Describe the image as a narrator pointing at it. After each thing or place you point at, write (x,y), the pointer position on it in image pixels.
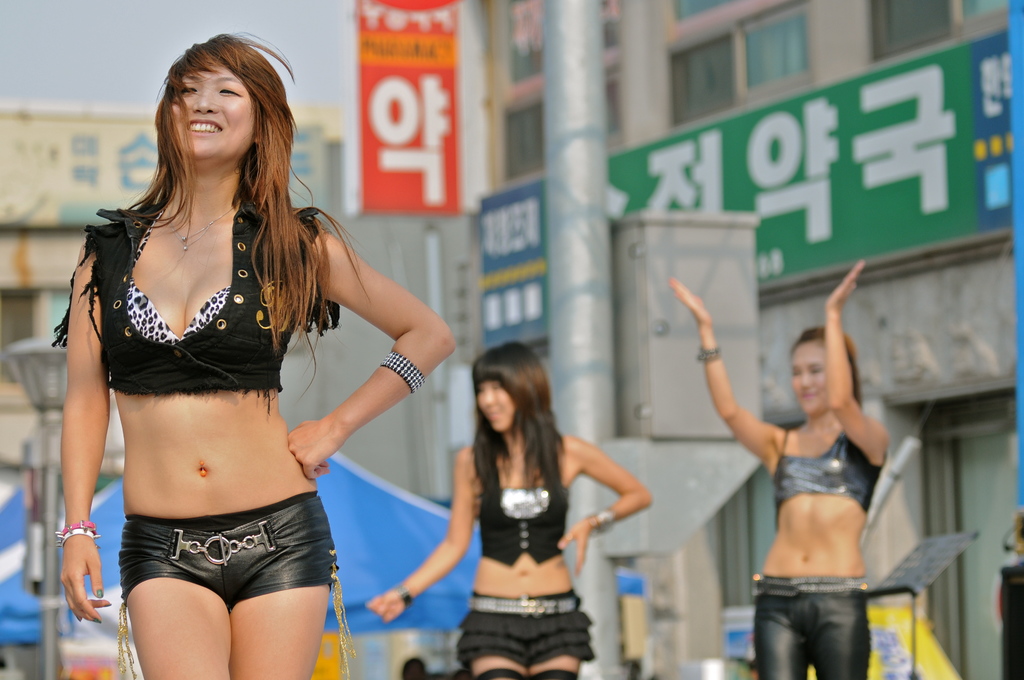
In this image on the left side (245,204) we can see a woman (175,402) is standing and smiling. In the background (437,488) we can see two women (471,532) are standing, buildings (412,269), windows (512,95), tent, objects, rod (551,75), hoardings (531,218), light pole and sky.
